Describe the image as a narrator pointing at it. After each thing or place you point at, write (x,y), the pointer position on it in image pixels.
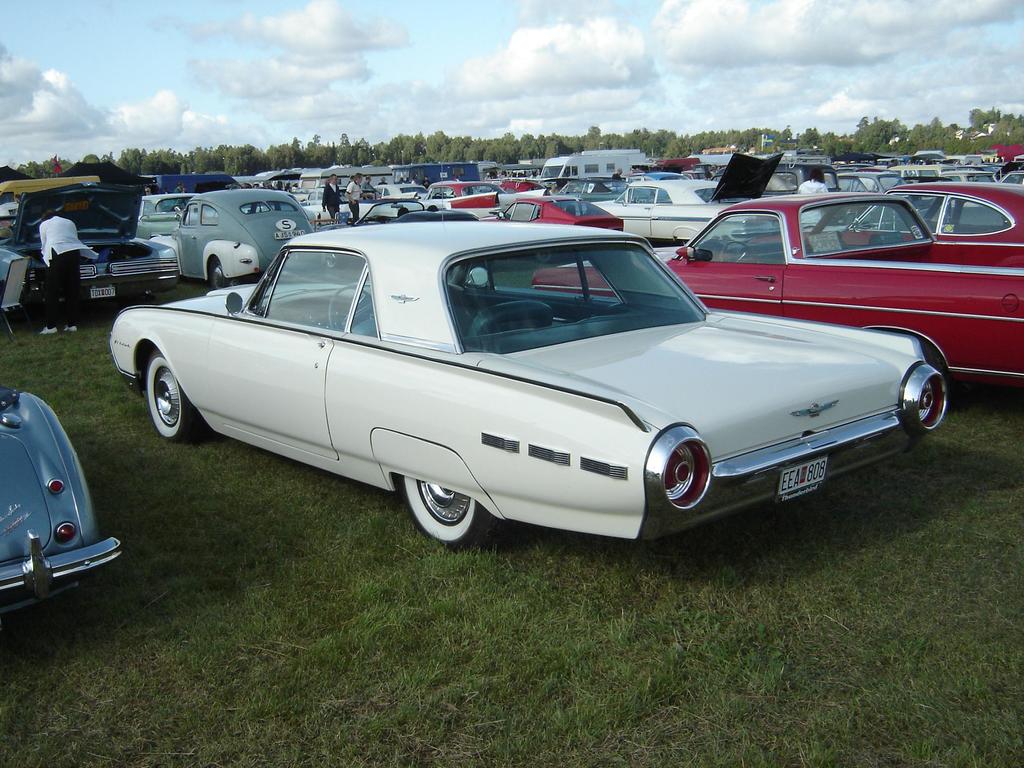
In this picture we can see a group of cars (789,370) and some persons (61,264) on ground (891,570) and in the background (84,152) we can see trees (903,134), sky (170,66) with clouds (255,82).
